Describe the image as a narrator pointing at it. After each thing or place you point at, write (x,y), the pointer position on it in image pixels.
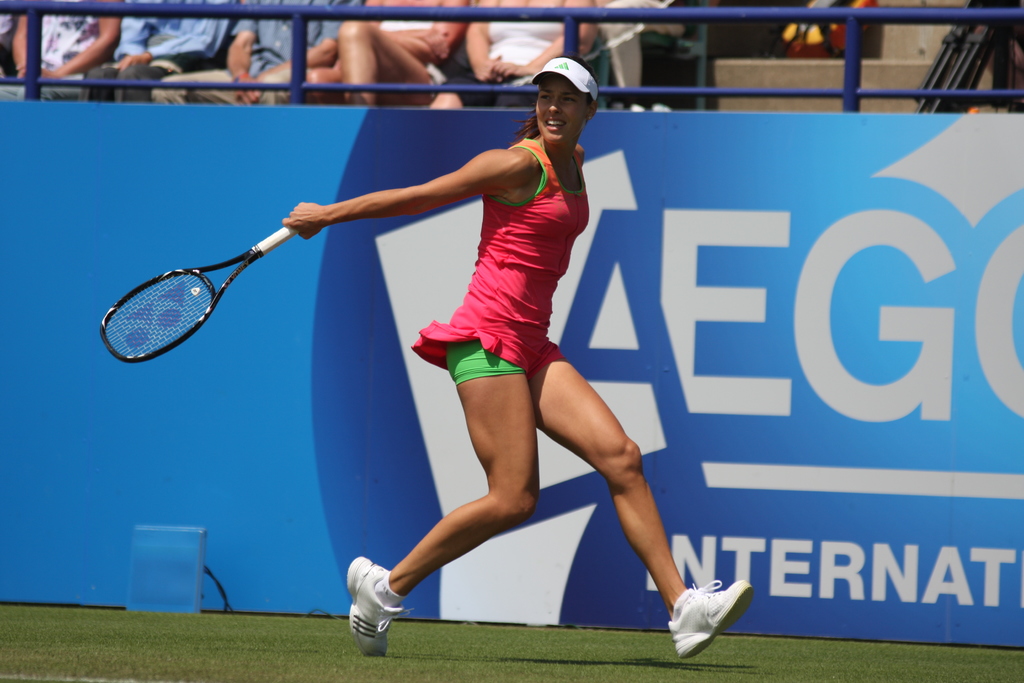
In this picture there is a woman (517,382) playing a tennis holding a racket (262,251) in her hand (308,225). She is wearing a cap (583,92). In the background (667,306) there is a wall (230,399). Behind the railing (415,18) there are some people (245,57) sitting and watching the game.
